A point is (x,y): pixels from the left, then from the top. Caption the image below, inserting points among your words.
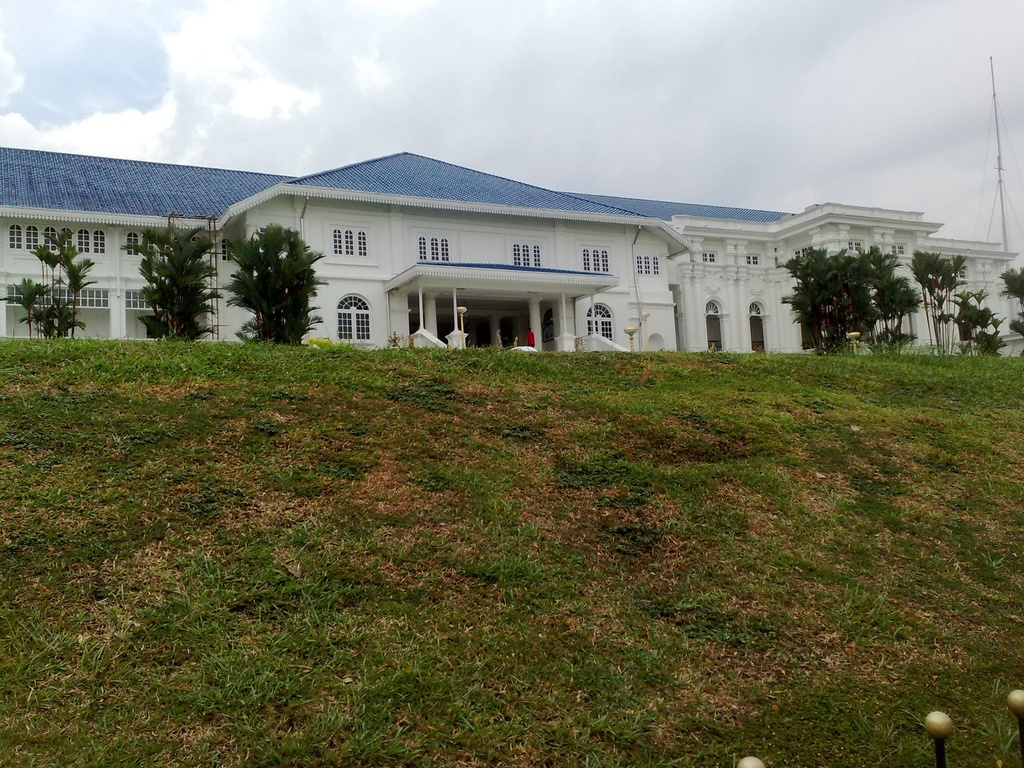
In this picture we can see the grass (479,535), trees (945,336), windows (598,318), building (504,321) and a person (532,336) and some objects (581,337) and in the background (161,114) we can see the sky (504,71) with clouds (525,151).
